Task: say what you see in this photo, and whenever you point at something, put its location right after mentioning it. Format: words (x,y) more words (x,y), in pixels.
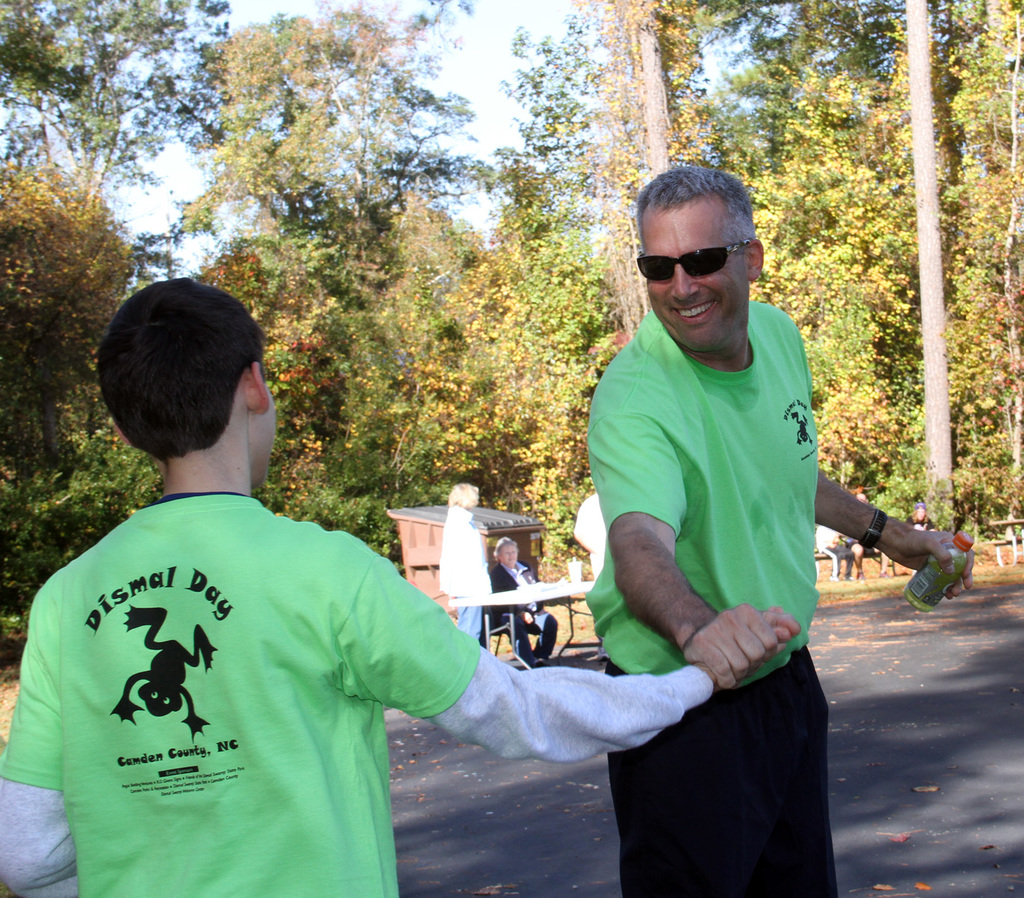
In this picture we can see two persons (786,588) are standing in the front (652,614), we can see a person (518,582) is sitting in front of the table (569,587), in the background (573,172) there are some trees (996,181), we can see the sky (312,8) at the top of the picture (411,143), on the right side (833,549) there are some people (820,549) sitting on a bench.
